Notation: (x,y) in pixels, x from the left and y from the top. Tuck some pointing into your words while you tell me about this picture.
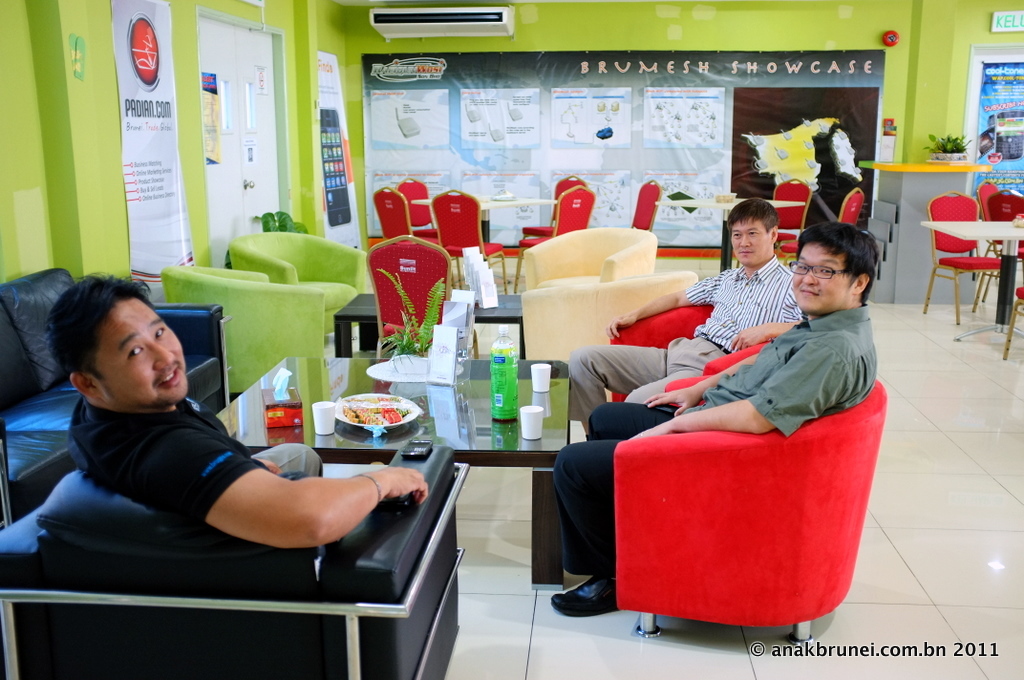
Three persons (125,413) are sitting on the chair (667,444). We can see chairs (567,314) and table (459,428) on the table (478,390) there are plate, cup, tissue box (294,397), plant (401,341) and things (503,375). This is floor (909,507). On the background (534,47) we can see wall (566,27), banner (329,59), board (481,113).
